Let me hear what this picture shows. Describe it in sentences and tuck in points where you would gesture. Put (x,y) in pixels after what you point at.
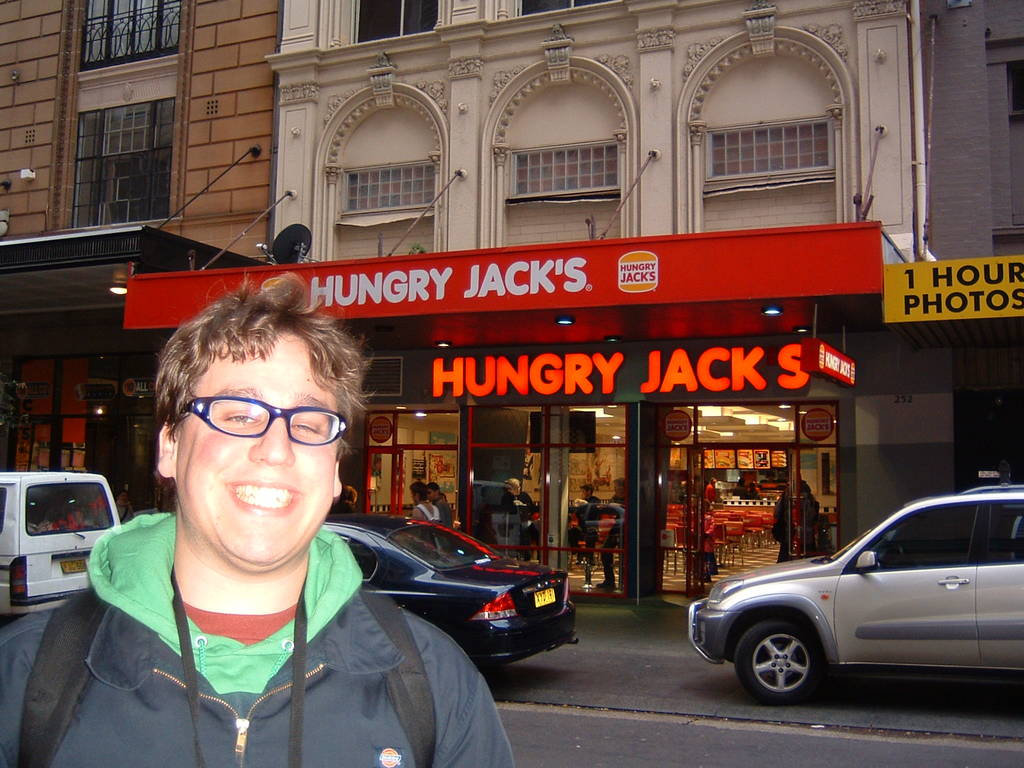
In the bottom left (90,628) there is a person (221,729) standing wearing jacket (243,710), bag (40,688) and glasses (242,419), in the background (841,635) there are cars (800,624) on a road (731,725) and there is building (52,53) for that building (692,501) there are windows (169,109) and boards (151,289), on that boards (641,350) there is some text (594,380) and there are glass doors (682,450).
